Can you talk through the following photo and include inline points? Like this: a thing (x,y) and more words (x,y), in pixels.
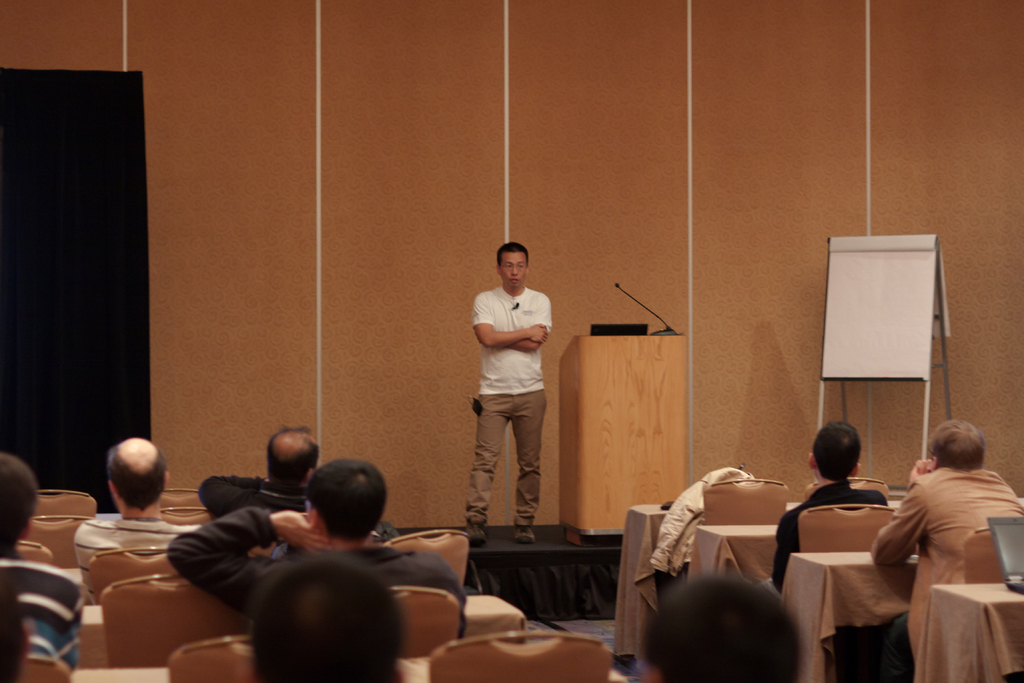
In this image I can see group of people (402,560) are sitting on the chairs (96,591) and these people (335,628) are wearing the different color dresses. In the back (481,453) I can see one person (483,406) is wearing the white and brown color dress (487,392). On the podium (645,342) I can see the mic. To the right (907,307) there is a white color board (854,326). In the back (368,132) I can see the brown color wall (378,129).
